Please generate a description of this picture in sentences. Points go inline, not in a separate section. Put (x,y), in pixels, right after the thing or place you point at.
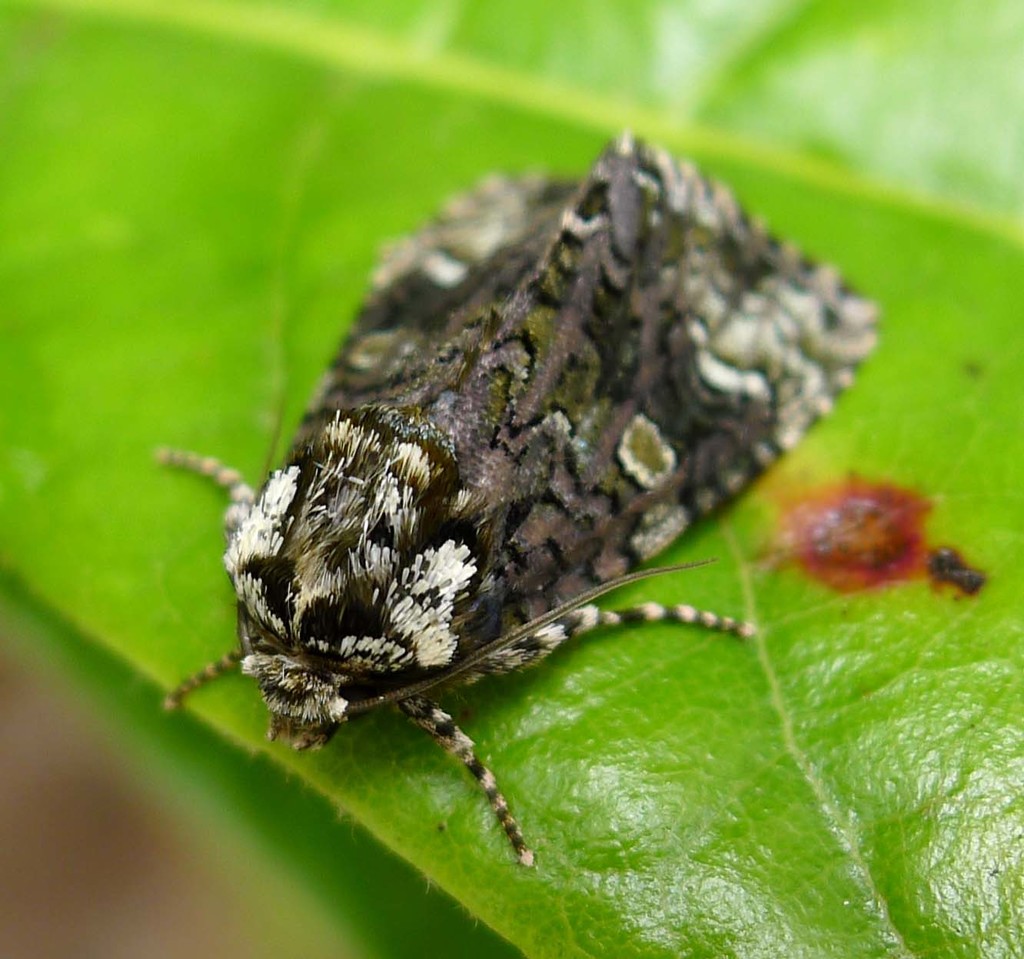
In this image I can see an insect (417,640) which is in black, brown, white and green color. It is on the green color leaf (255,309).
